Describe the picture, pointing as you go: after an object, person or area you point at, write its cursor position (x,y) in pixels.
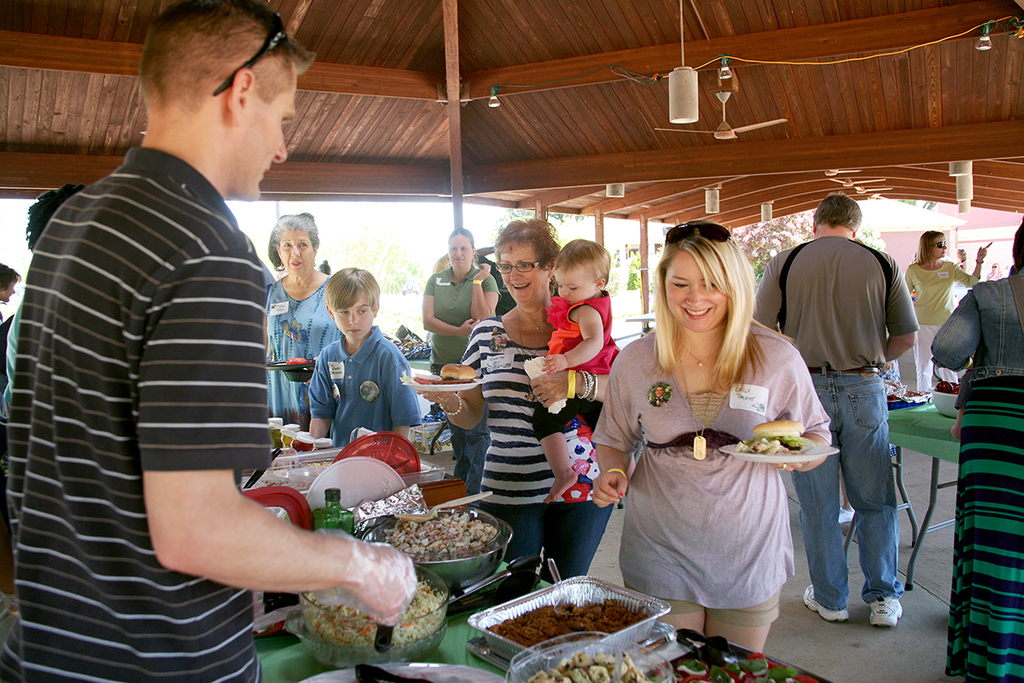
In this picture there is a man (180,345) wearing black t-shirt (145,454), standing in the front (348,543) and giving the food (355,642). In the front (676,544) there is a woman (688,515) standing in the front (700,476), smiling and taking the food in the plate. Behind there is an old woman (479,420) holding a small girl (568,344) in the hand (564,376) and taking the food (447,376). Behind there are some women (438,284) standing and looking them. On the top (673,144) there is a wooden panel ceiling (727,146) and some lights (495,97).
